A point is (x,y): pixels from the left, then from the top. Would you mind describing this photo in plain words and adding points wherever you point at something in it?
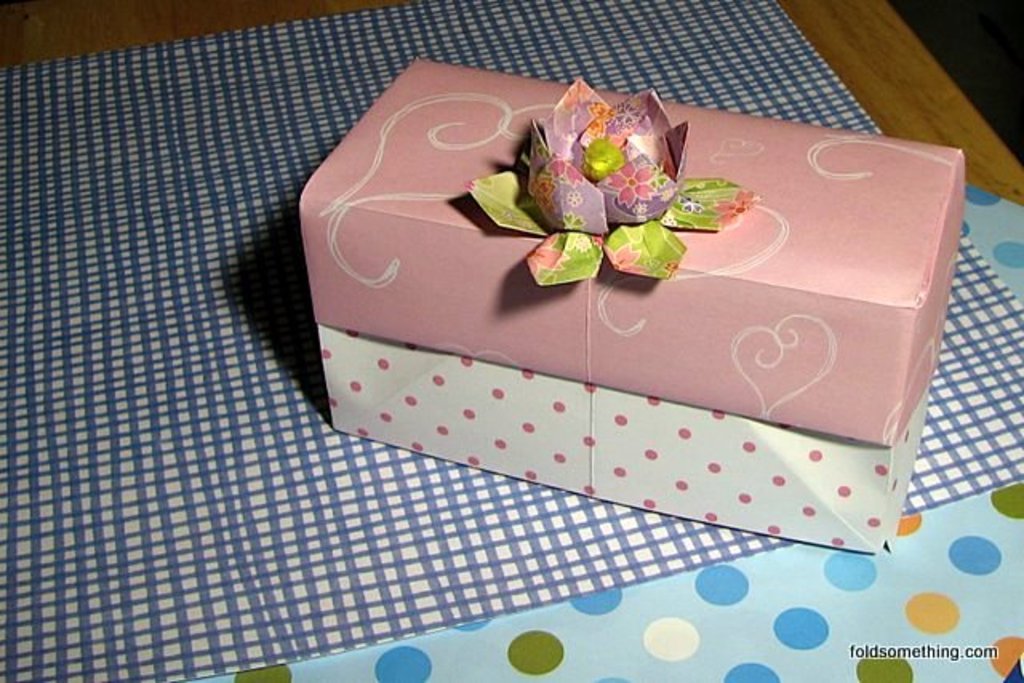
In this image we can see a gift box (587,321) on the table (886,134). There is a cloth (417,483) and paper (801,578) on the table (947,112). At the bottom of the image (931,652) there is some text (923,648).
